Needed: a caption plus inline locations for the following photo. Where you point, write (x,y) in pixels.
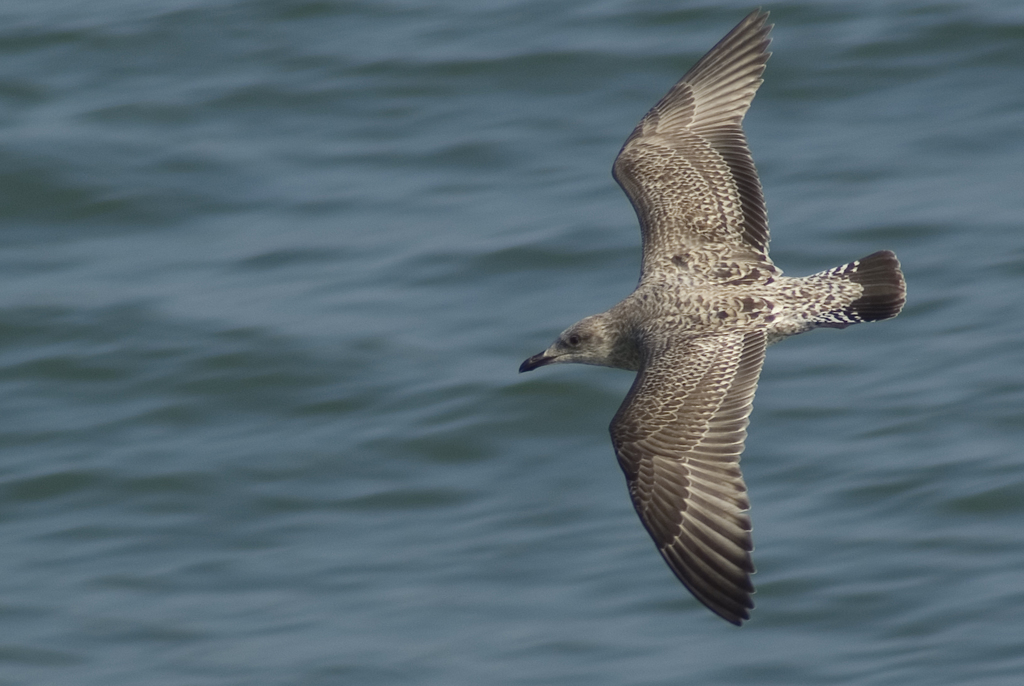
There is a bird (761,285) flying in the foreground (688,364) and water (259,374) in the background area (297,420).
